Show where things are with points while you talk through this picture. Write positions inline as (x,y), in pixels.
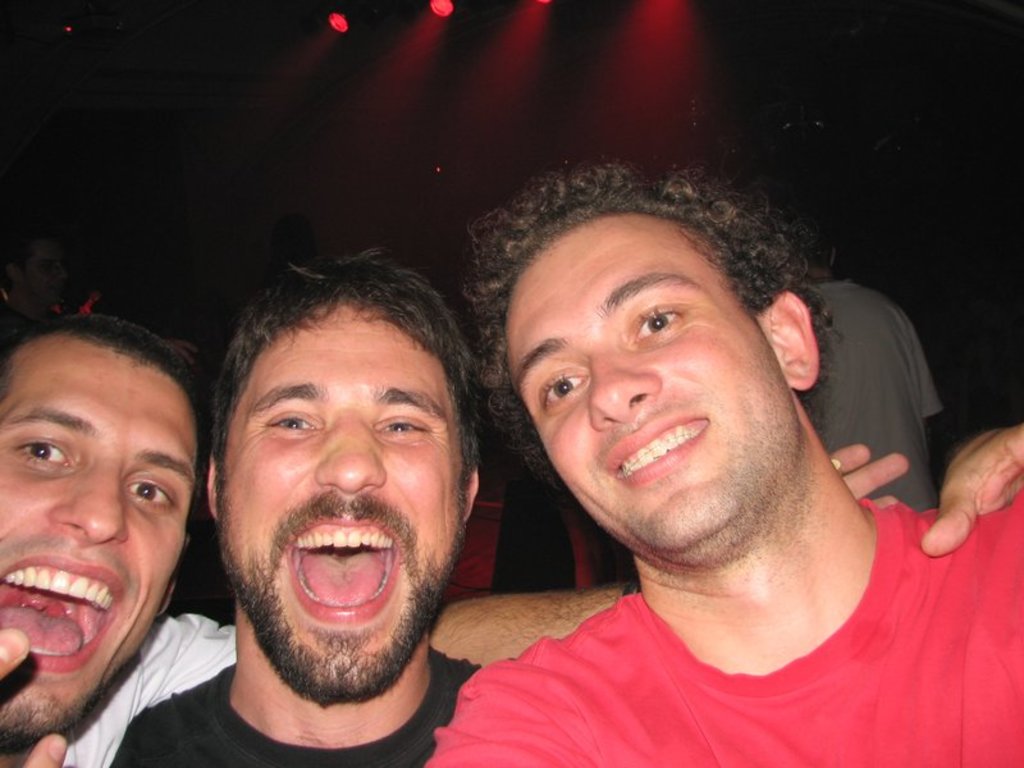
In the picture I can see three men (879,688) and there is a smile (681,416) on their faces (670,405). I can see a person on the right side (844,342). I can see the decorative lamps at the top of the image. I can see a man (30,307) on the left side (36,298).
